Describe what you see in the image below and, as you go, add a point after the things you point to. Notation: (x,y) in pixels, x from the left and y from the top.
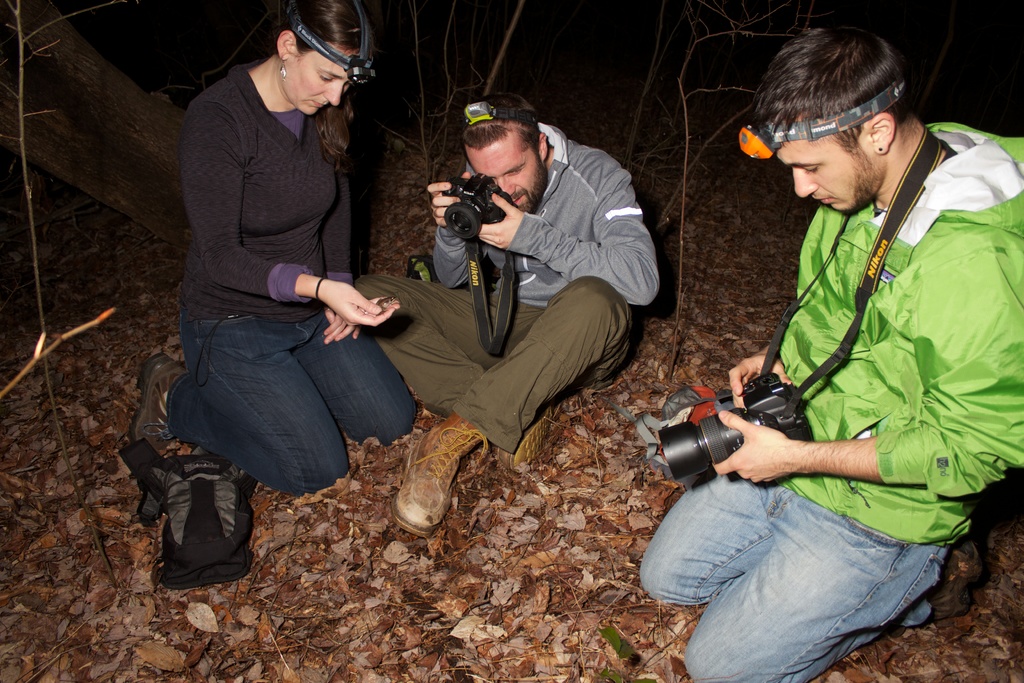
This picture is clicked outside. On the right (818,136) we can see a person (883,270) wearing jacket (919,340), kneeling on the ground (997,614) and holding a camera (714,456). In the center (617,243) we can see a man (543,239) sitting on the ground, holding a camera (471,199) and seems to be taking pictures. On the left (249,177) we can see a woman (282,129) holding an object (383,306) and kneeling on the ground (384,505) and we can see the dry leaves (513,520) lying on the ground (401,587) and we can see the bag (186,495) and the dry stems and some other objects (114,115).
